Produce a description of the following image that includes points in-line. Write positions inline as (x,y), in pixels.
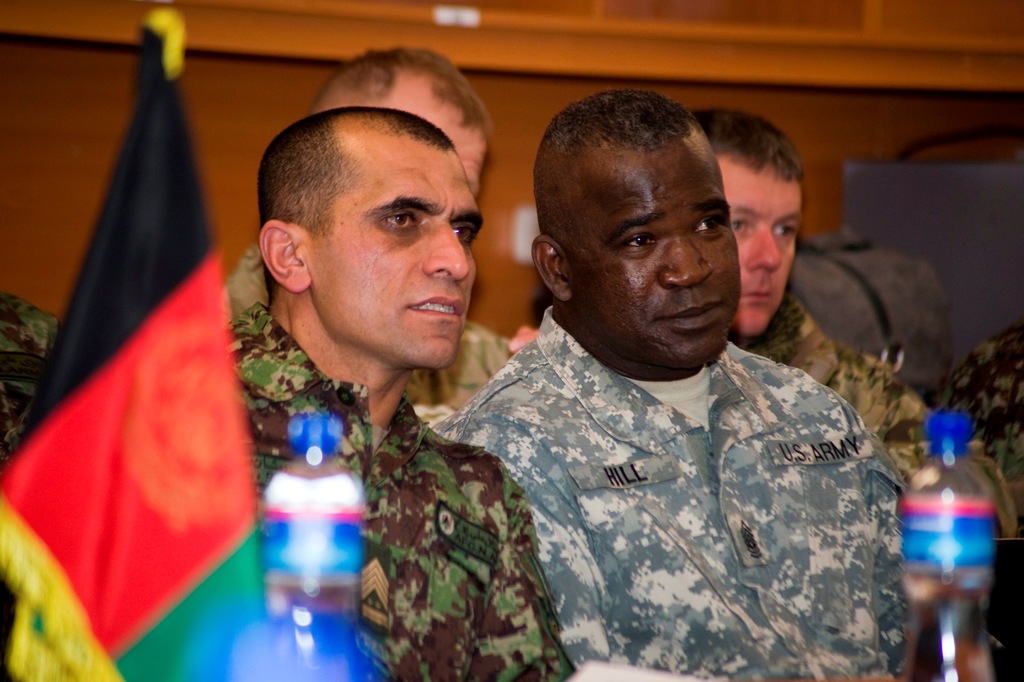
There is a group of people (543,419). They are sitting on a chair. There is a table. There is a bottle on a table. We can see in the foreground (185,305) there is a flag (162,194).
